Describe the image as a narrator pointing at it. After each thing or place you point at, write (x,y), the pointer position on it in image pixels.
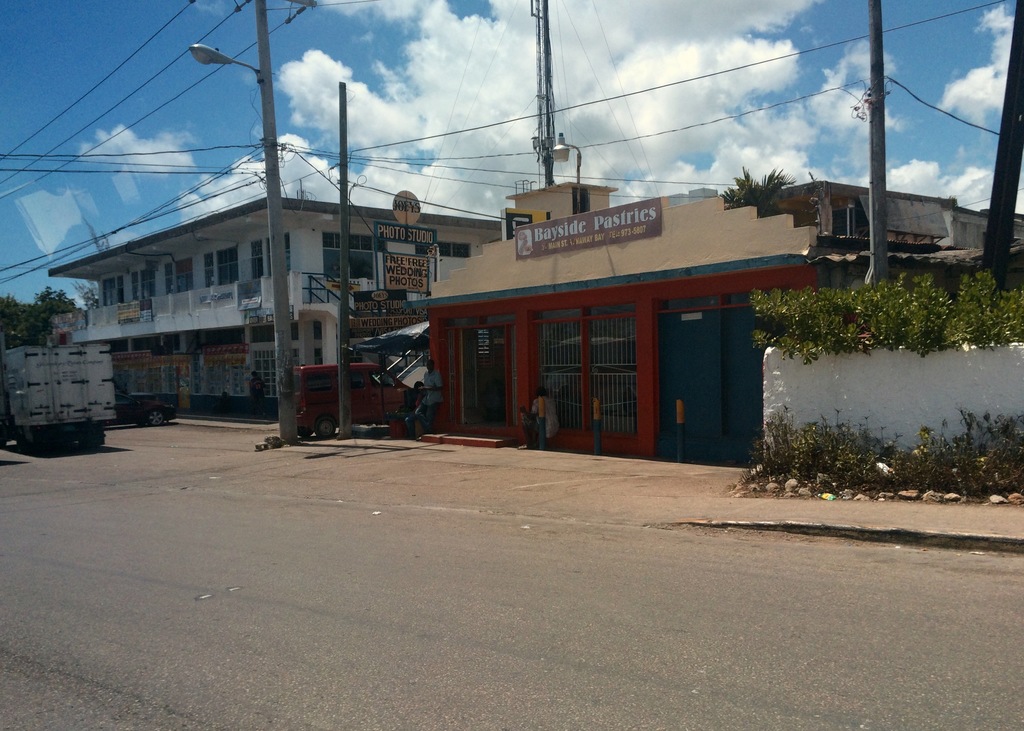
In this image we can see road (536,620), buildings (243,347), vehicles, plants (952,446), poles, wires (350,1), boards (553,229), wall (877,410), and trees (2,322). In the background (71,172) there is sky (461,126) with clouds (622,126).
